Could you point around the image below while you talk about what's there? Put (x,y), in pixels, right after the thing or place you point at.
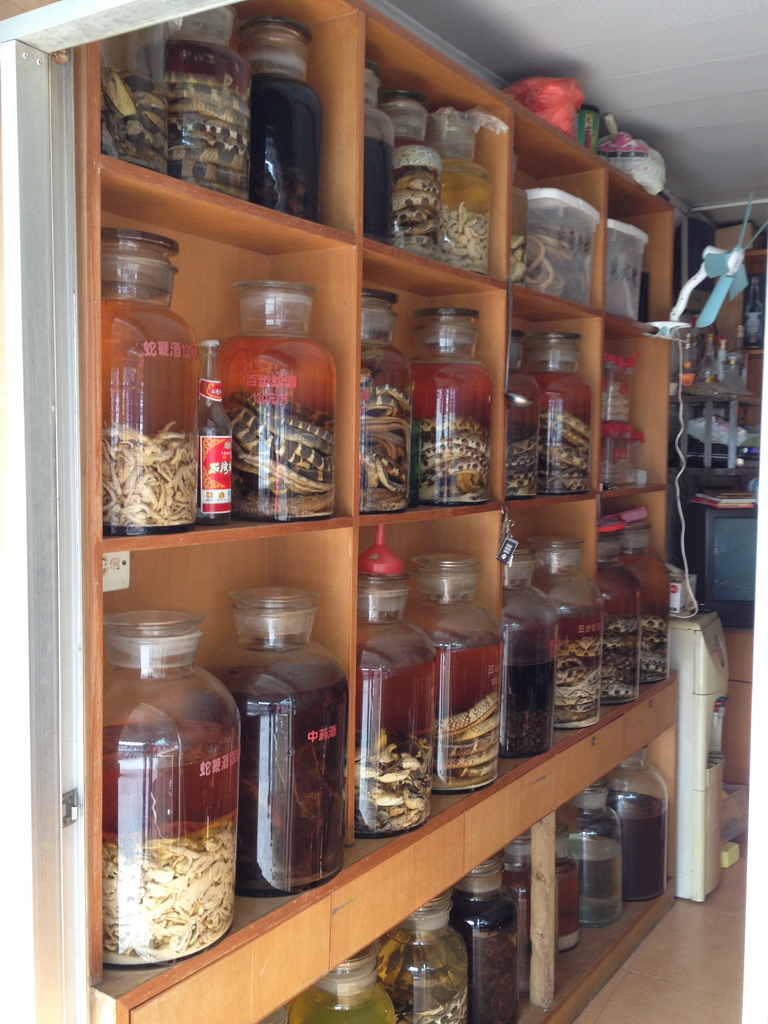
Here we can see a rack (204,202), full of containers (643,761) which are full of something and at the right side (686,646) we can see a water purifier (686,773) and above that there is a fan (739,267) placed.
